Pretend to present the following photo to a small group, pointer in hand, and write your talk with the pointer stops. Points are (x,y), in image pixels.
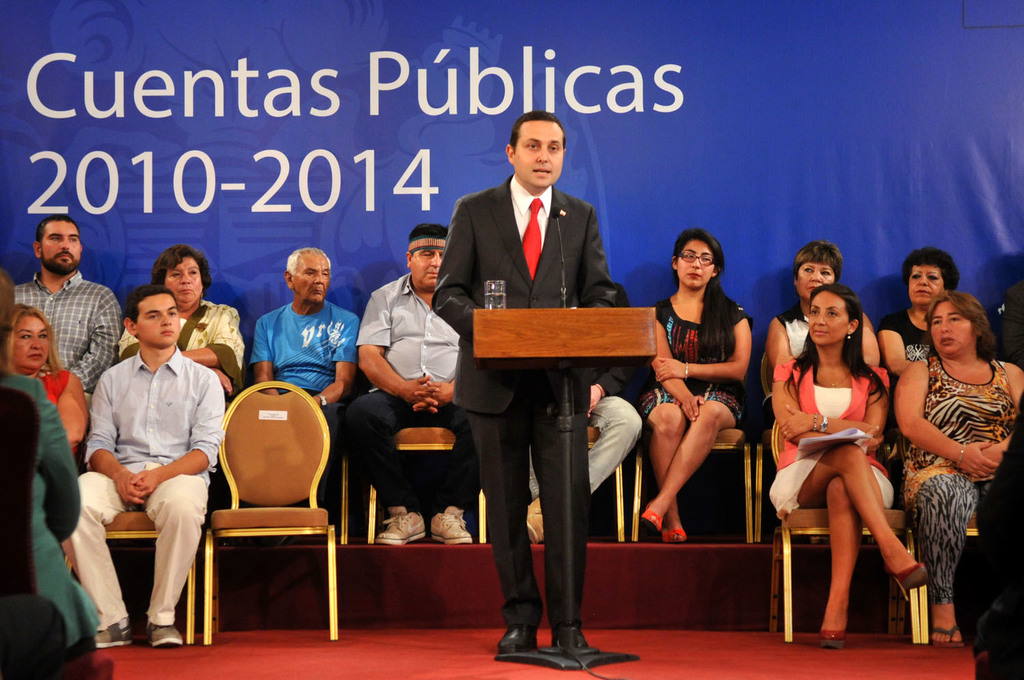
In this image we can see a group of persons (400,371) sitting on chairs (343,507). In the foreground (555,498) we can see a person (505,542) standing. In front of the person (547,373) we can see a stand (535,316) and on the stand (496,332) we can see a mic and a glass (488,289). In the background (343,300), we can see a banner (446,81) with text (398,83). On the left side (38,532), we can see a person (45,365) sitting on a chair (16,566).
